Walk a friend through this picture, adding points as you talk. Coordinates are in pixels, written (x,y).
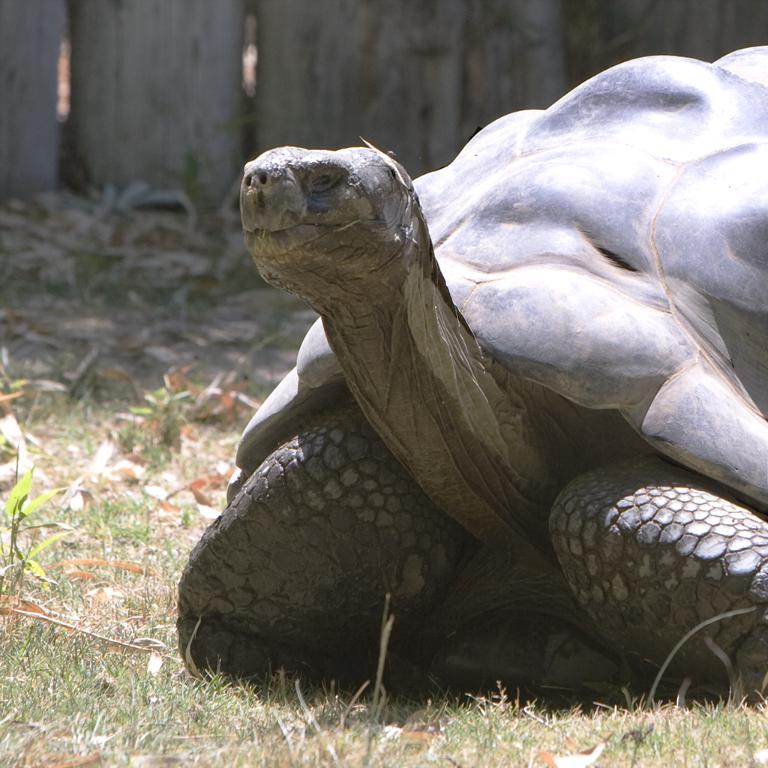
In this image I can see a big tortoise (510,342), on the left side (149,547) there is a grass (133,545). At the top (247,110) it looks like a wooden fencing (305,74).
